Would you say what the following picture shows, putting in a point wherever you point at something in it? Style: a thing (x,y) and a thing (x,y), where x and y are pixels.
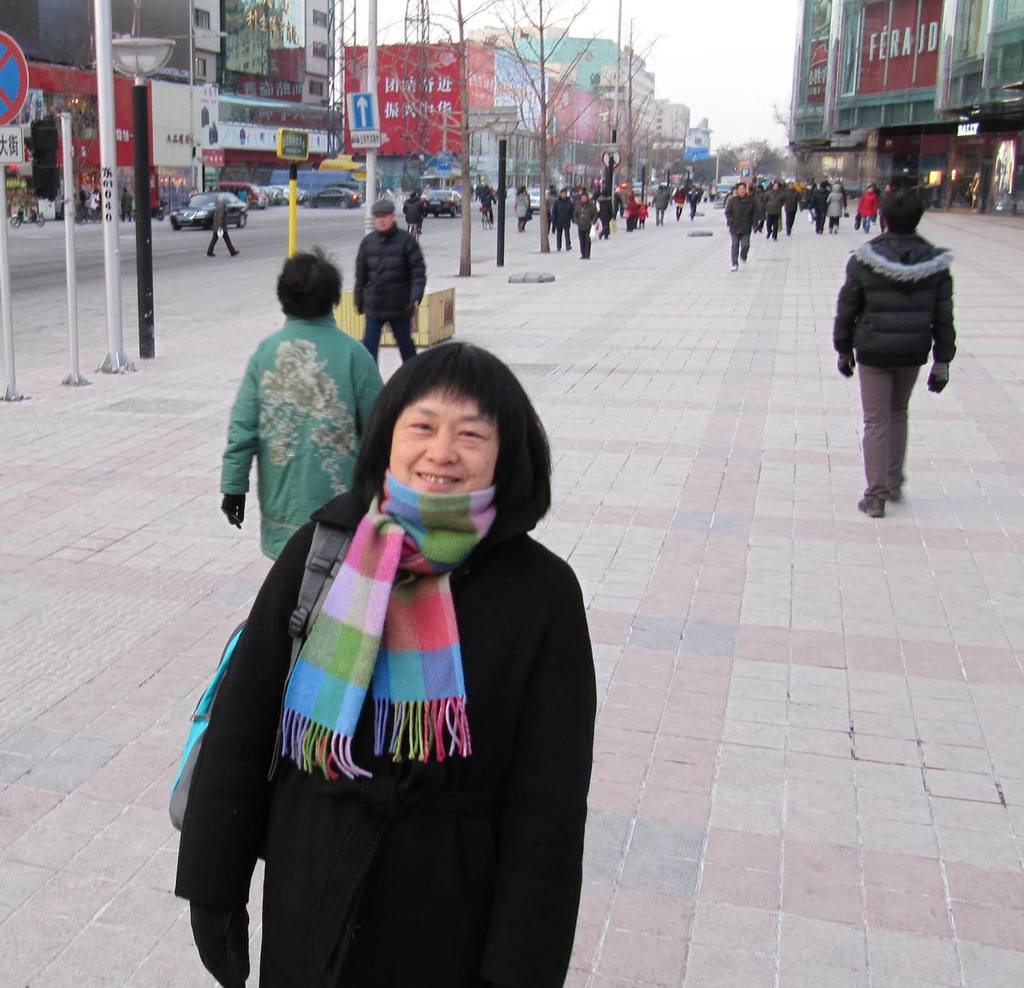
In the front of the image (301,556) there is a person (488,838) with stole (383,581) around the neck (428,513) and wearing a bag (301,608). Behind the person (280,608) on the footpath (210,395) there are many people (423,292) walking. And also there are trees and poles (65,195) with lamps (129,54) and sign boards (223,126). In the background (233,181) there are few vehicles (261,201) on the road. And also there are buildings (41,88) with walls (803,54), posters (881,54) and glasses (990,34).
